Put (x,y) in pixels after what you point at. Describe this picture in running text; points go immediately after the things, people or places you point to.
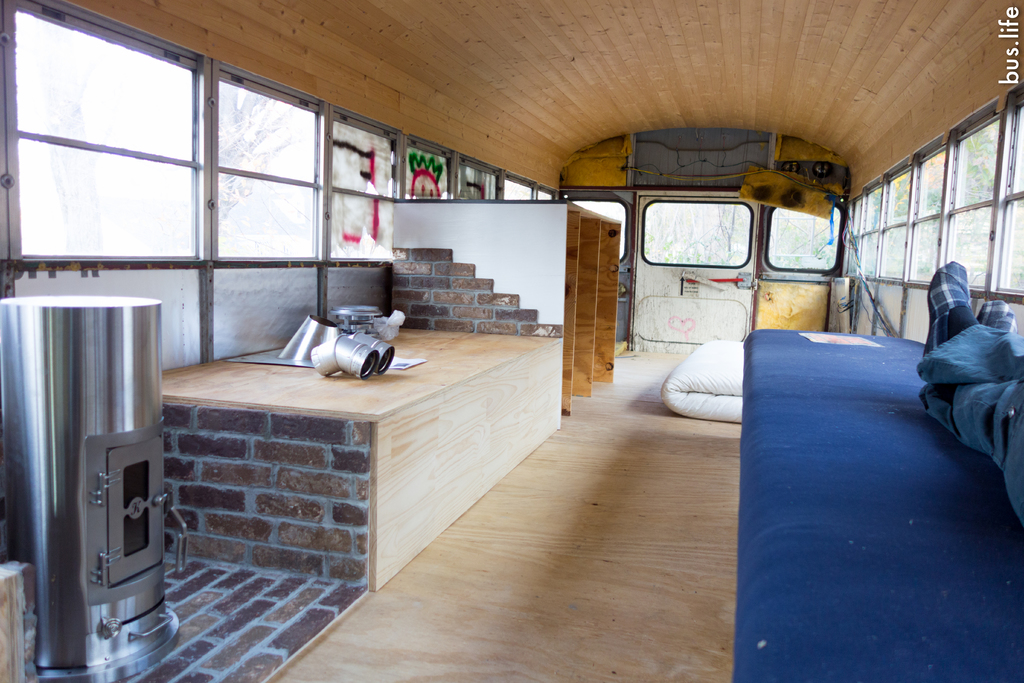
In this picture we can see a few objects (63,359) on the left side (126,361). There is a person (938,280) sitting on the right side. We can see a cot mattress (707,378) on the floor (328,632). Few trees (648,247) are visible in the background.
